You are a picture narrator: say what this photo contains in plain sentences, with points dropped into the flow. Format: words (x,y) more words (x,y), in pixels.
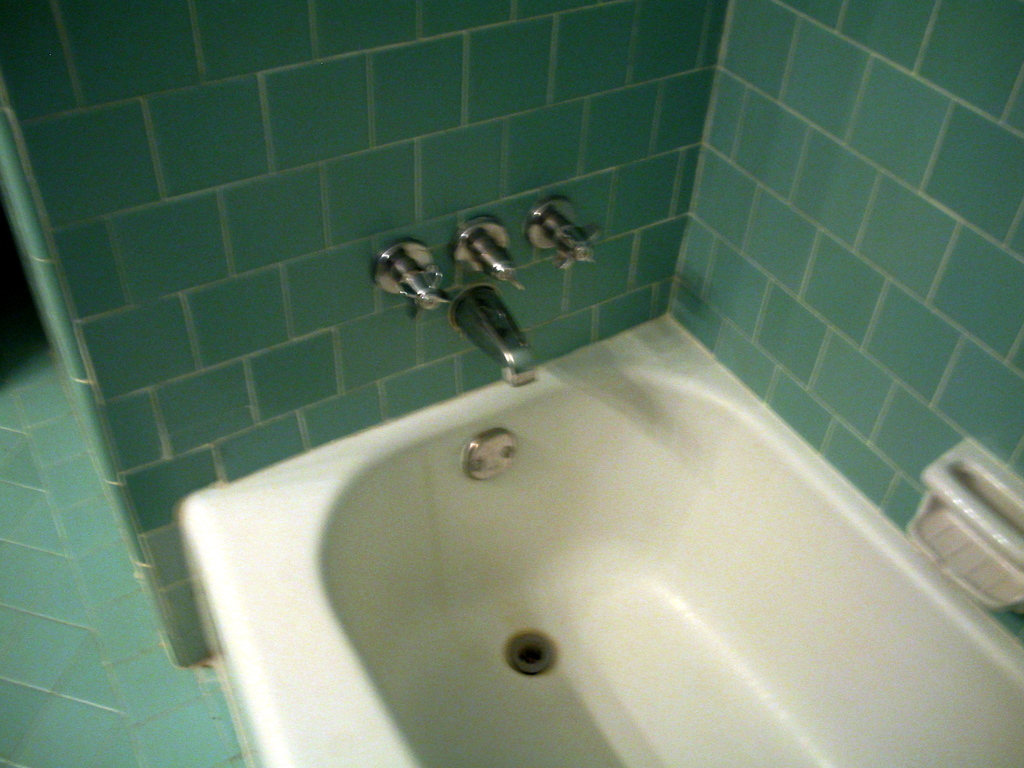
As we can see in the image there is bathtub (458,571), tap (515,354), soap box (953,539) and there are green color tiles (448,121).
